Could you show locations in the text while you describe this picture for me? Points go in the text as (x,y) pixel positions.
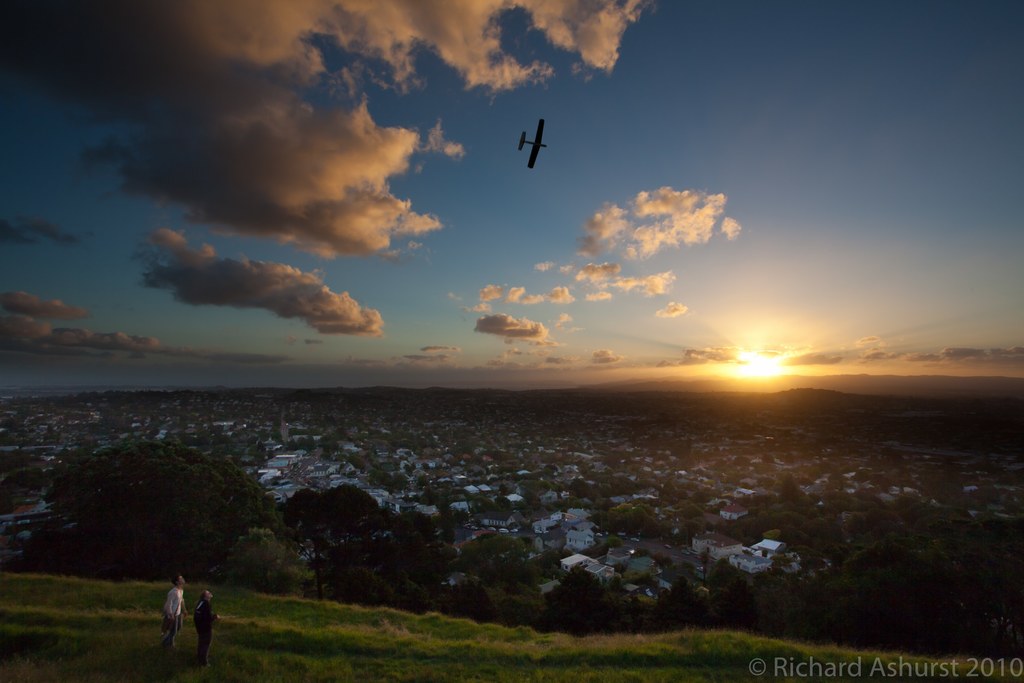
In this picture we can see grass (244,641) and two persons (206,649) at the bottom (215,640), in the background (484,589) there are some buildings (495,436) and trees (749,503), we can see an airplane (537,142), the sky (531,121) and clouds (434,34) at the top of the picture (495,35), at the right bottom (761,671) there is some text (1000,671).
